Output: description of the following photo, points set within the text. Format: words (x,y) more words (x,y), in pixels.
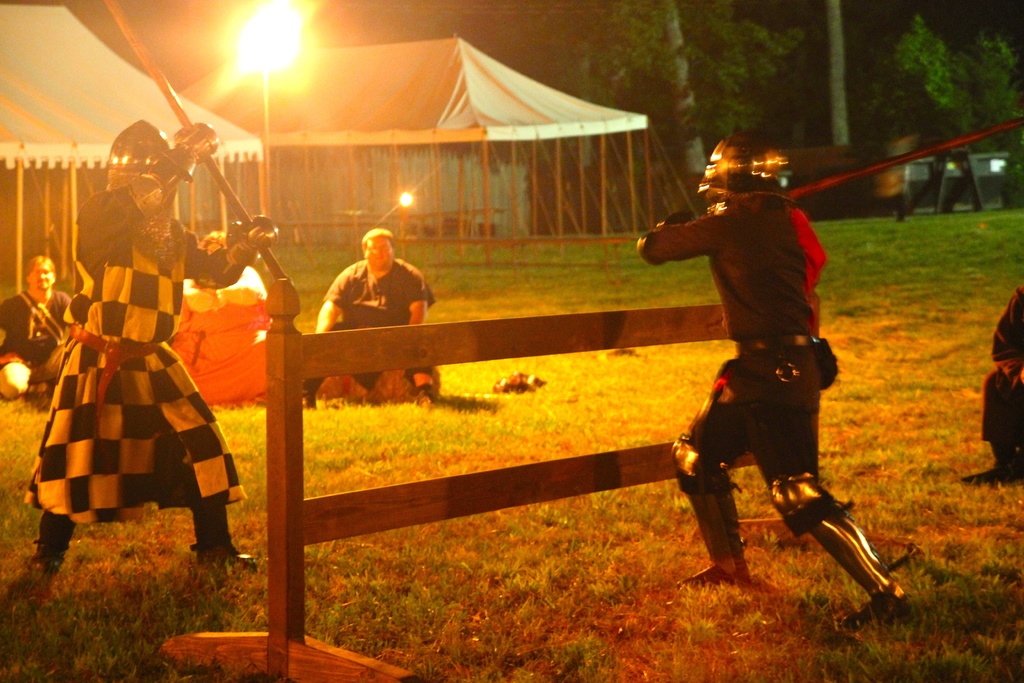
In the center of the image (680,435) we can see two persons (207,413) standing on the floor (396,466) with the stick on the opposite directions. In the background (441,373) there are tents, persons (418,376), lights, trees (876,67) and grass (527,263).
